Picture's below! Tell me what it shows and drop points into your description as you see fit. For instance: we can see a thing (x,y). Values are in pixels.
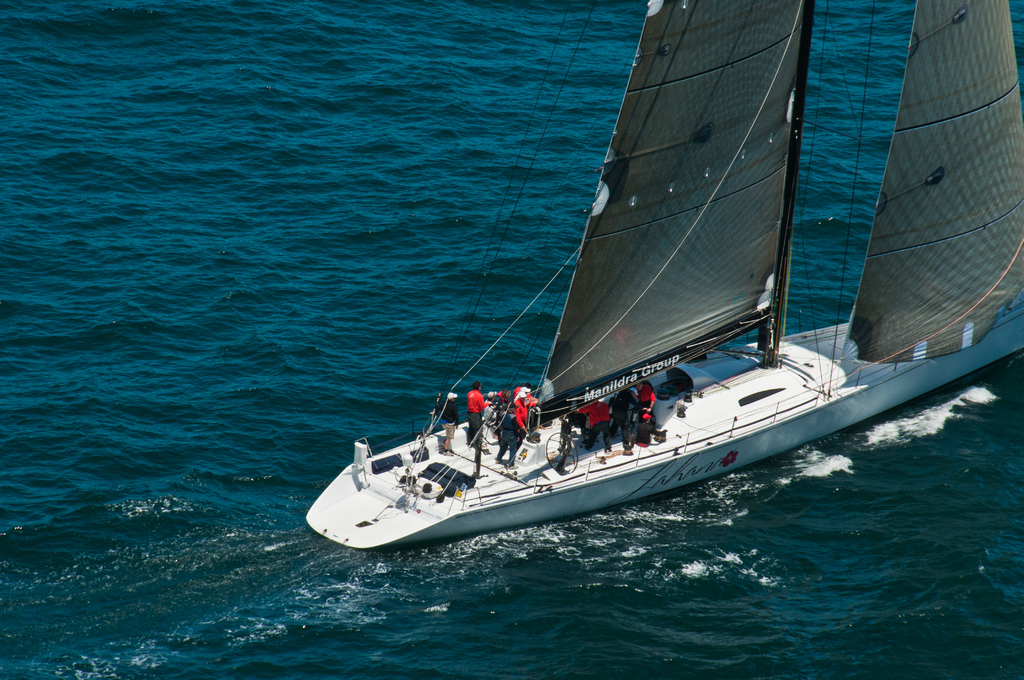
In this image I can see the boat (643,485) on the water (747,559). The boat (742,452) is in white color and I can see the group of people (609,448) standing on the boat (579,455). These people (506,431) are wearing the red and black color dresses (515,443) and I can see one person (450,408) with the cap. I can see the water (387,328) in blue color.
